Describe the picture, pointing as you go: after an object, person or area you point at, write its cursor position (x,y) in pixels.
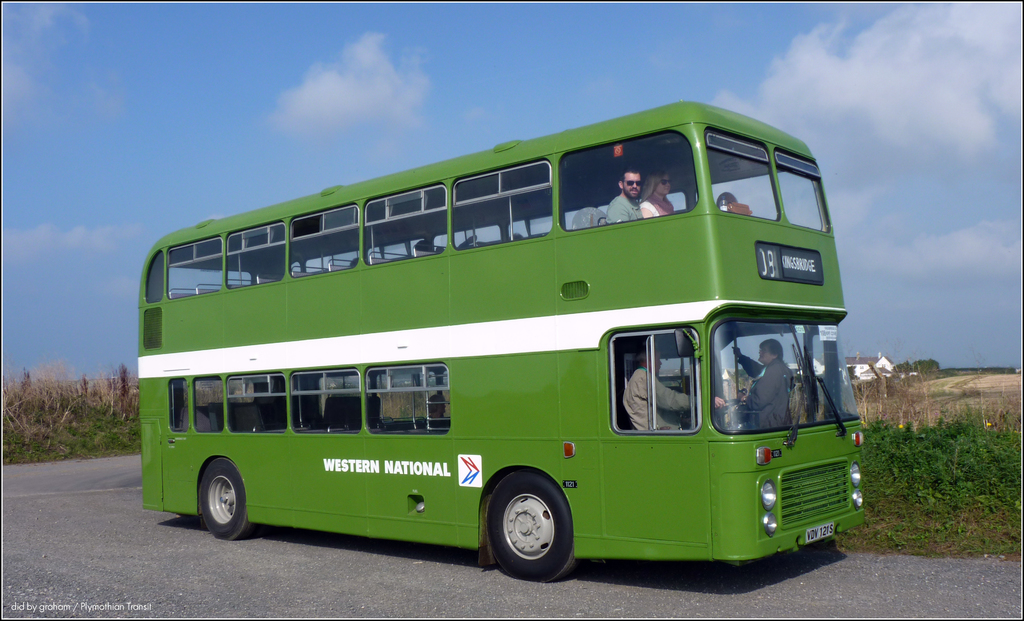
In this picture I can see the driver (643,386) who is driving a green double-decker bus (591,434). Beside him there is a man (780,384) who is standing near to the bus's door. At the top of the bus (688,196) I can see some people (664,196) who are sitting on the seat (582,220). In the bottom left corner (72,611) there is a watermark (89,606). In the background (970,477) I can see the trees (930,367), plants (1009,445), grass (1003,453), farm land (1018,413) and buildings (883,359). At the top (338,76) I can see the sky (338,76) and clouds (826,84).
